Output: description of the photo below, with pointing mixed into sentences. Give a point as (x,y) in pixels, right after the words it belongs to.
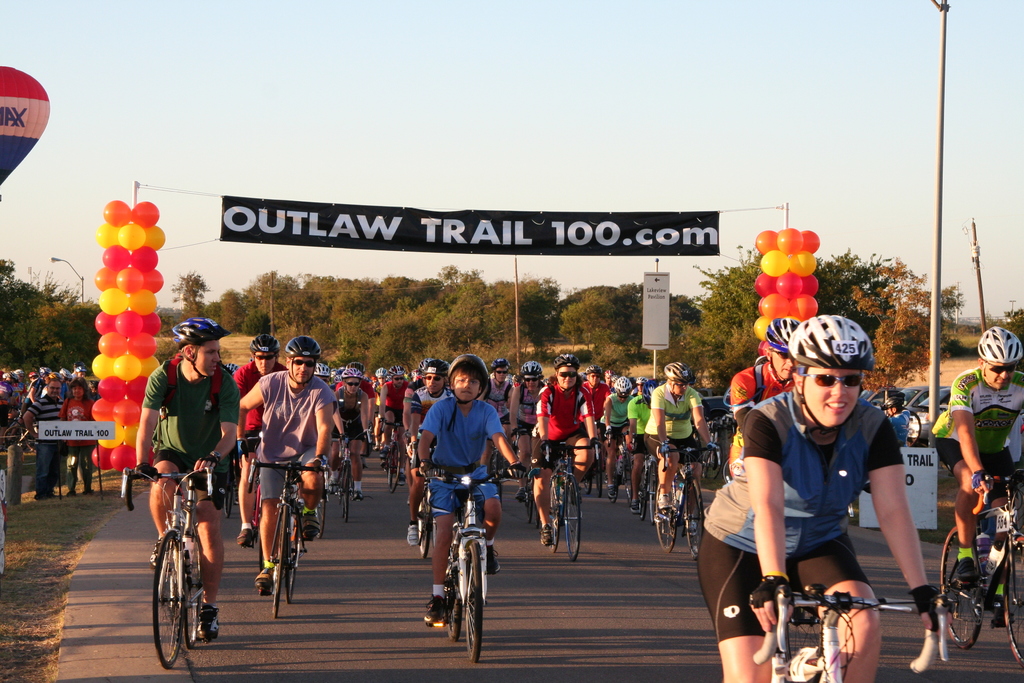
In this picture there are group of people (426,462) who are wearing helmet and are riding a bicycle (421,535). There is a balloon (127,258). There is a pole (938,285) and some trees (365,311) at the background (367,349). There are few people (71,459) standing to the left side (56,451). There is a hot air balloon (22,129).
